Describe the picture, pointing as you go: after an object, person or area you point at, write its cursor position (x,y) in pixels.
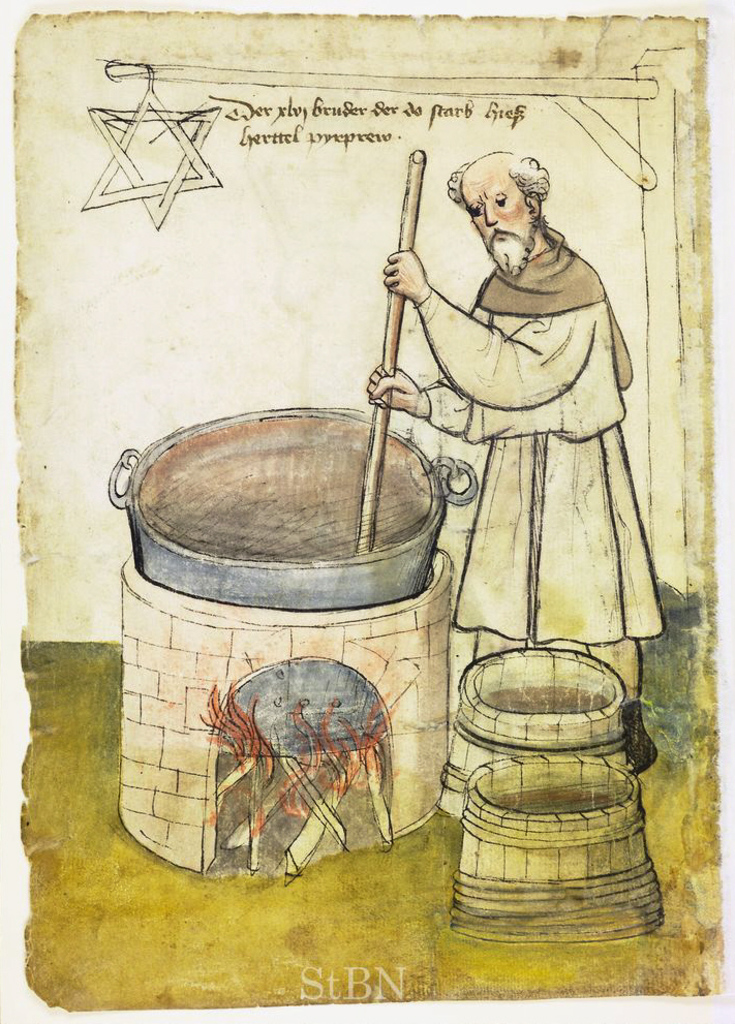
In this image there is a depiction of a person (502,561) cooking some food (223,479) on the fire (283,769). Beside him there are a few objects (506,718). At the bottom of the image (207,932) there is a floor (226,922). On top of the image (435,116) there is some text (490,111) and star symbol (163,127) on the image. In the background of the image (296,150) there is a wall (220,340).
